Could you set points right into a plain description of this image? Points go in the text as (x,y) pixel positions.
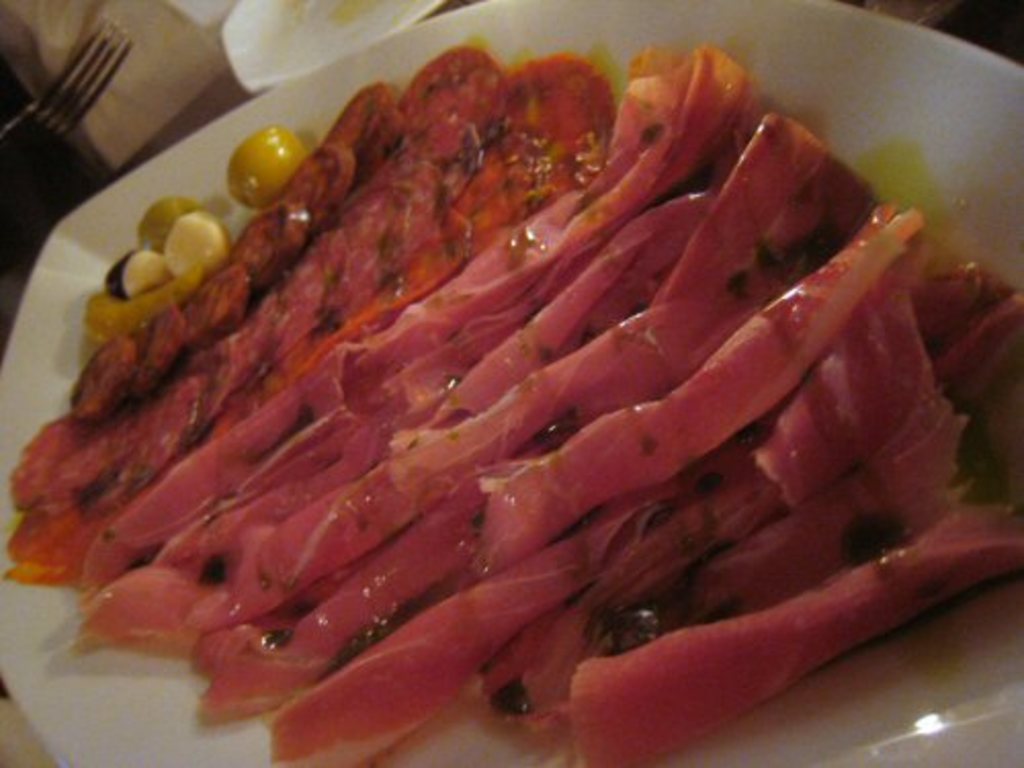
In this image there is a plate (140,730). In the plate (125,727) there is some food stuff (631,355). On the left side (81,83) there is a fork (69,72) beside the plate (167,178).
